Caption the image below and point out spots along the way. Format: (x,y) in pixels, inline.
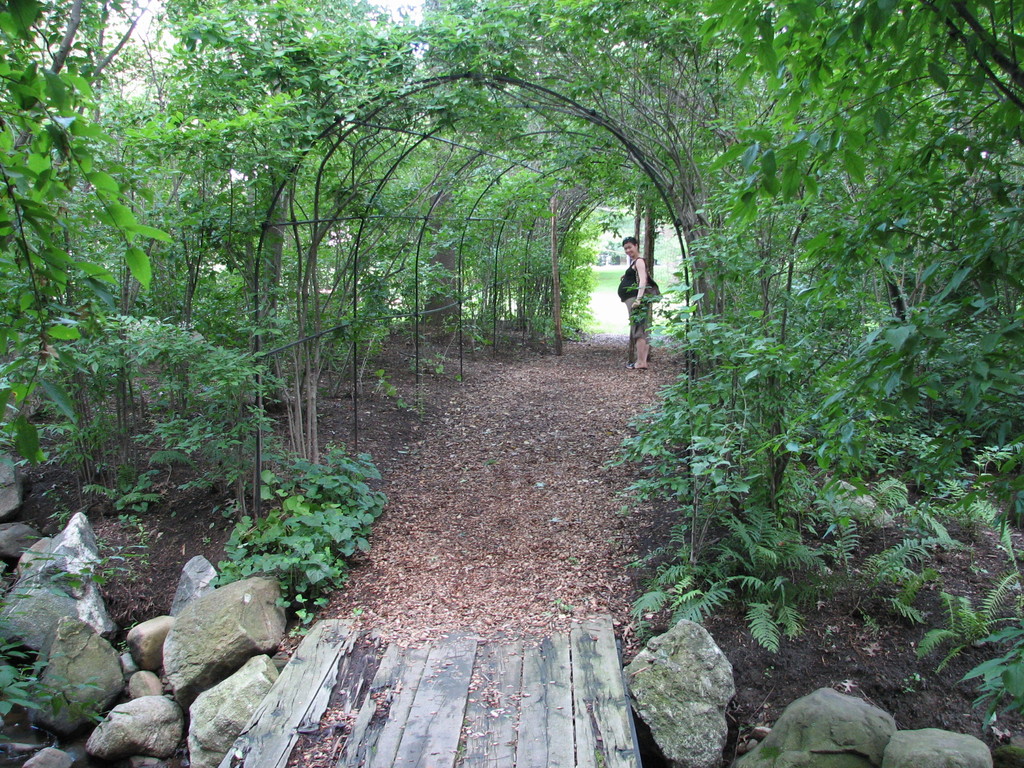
There is a wooden bridge (451,708) which is attached to the road (567,357) on which, there are dry leaves (533,565). On both sides of this wooden bridge (555,730), there are rocks (218,640) on the ground (178,578). In the background (661,196), there is a fencing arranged on the road (424,409). On both sides of the road (569,415), there are plants (135,394) and trees (740,216). There is a person (638,270) standing on the road (638,379) near a tree (652,216). And there is sky (119,23).
